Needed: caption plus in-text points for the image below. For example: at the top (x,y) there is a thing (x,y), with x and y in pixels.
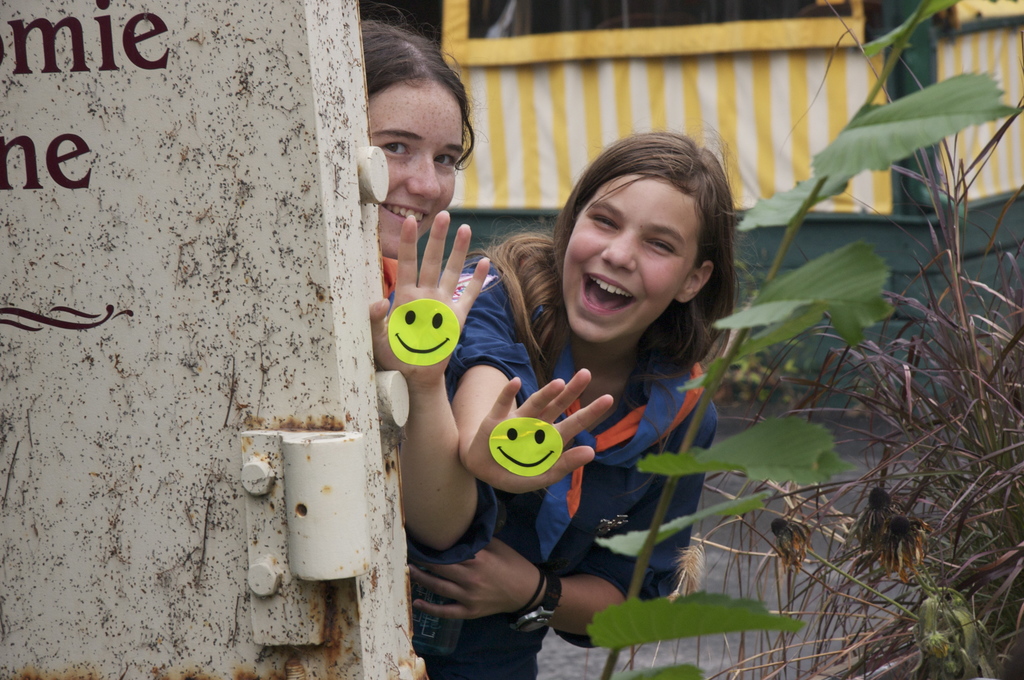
In this picture there are two persons (436,140) standing behind the pole (371,337) and smiling and there is a smiley sticker (426,327) on their hands (436,289). There is a text (106,65) on the pole (103,247). At the back (792,47) there is a building (792,47). On the right side of the image (1021,332) there are trees (778,341). At the bottom (764,631) there is a road (767,598).
